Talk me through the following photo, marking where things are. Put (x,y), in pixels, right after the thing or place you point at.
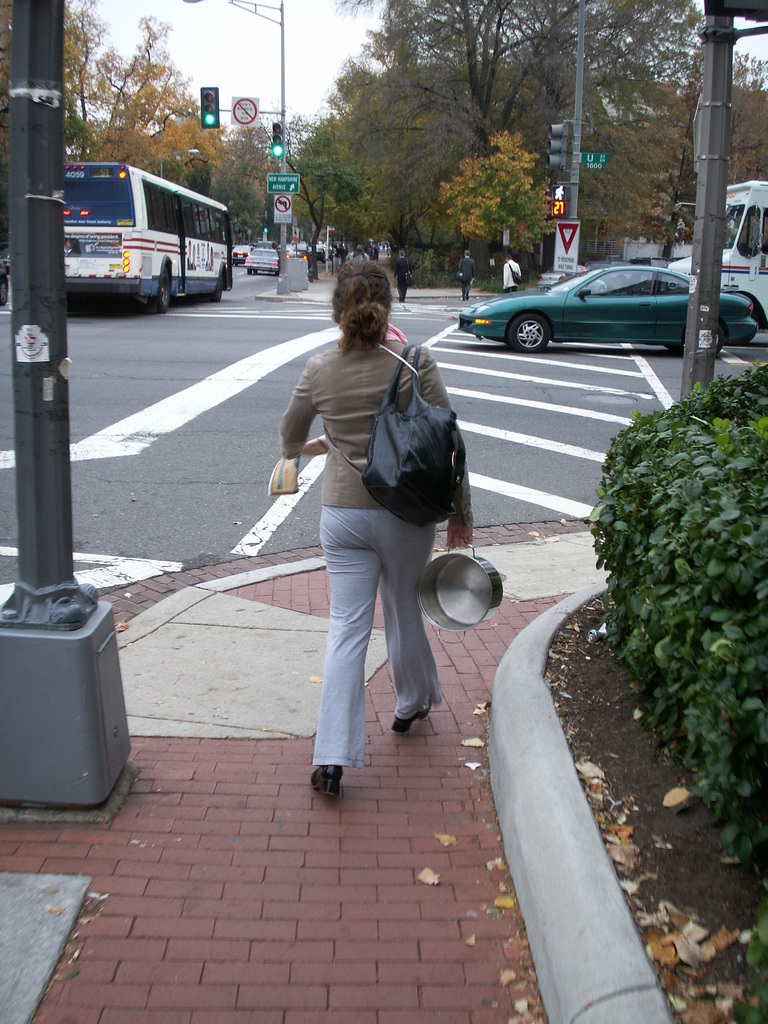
The image is outside of the city (481,364). In the image there are group of people (378,441) walking, in middle of the image (432,414) there is a woman (408,395) wearing a handbag (443,509) and holding a pan (482,598) on her hand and walking on road (505,493). On right side (617,333) there is a car (631,295) and left side (142,265) there is a bus (137,278) and a pole (33,372), street lights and we can also see traffic signals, trees (189,129) from right to left and sky (336,28) is on top (325,27).
